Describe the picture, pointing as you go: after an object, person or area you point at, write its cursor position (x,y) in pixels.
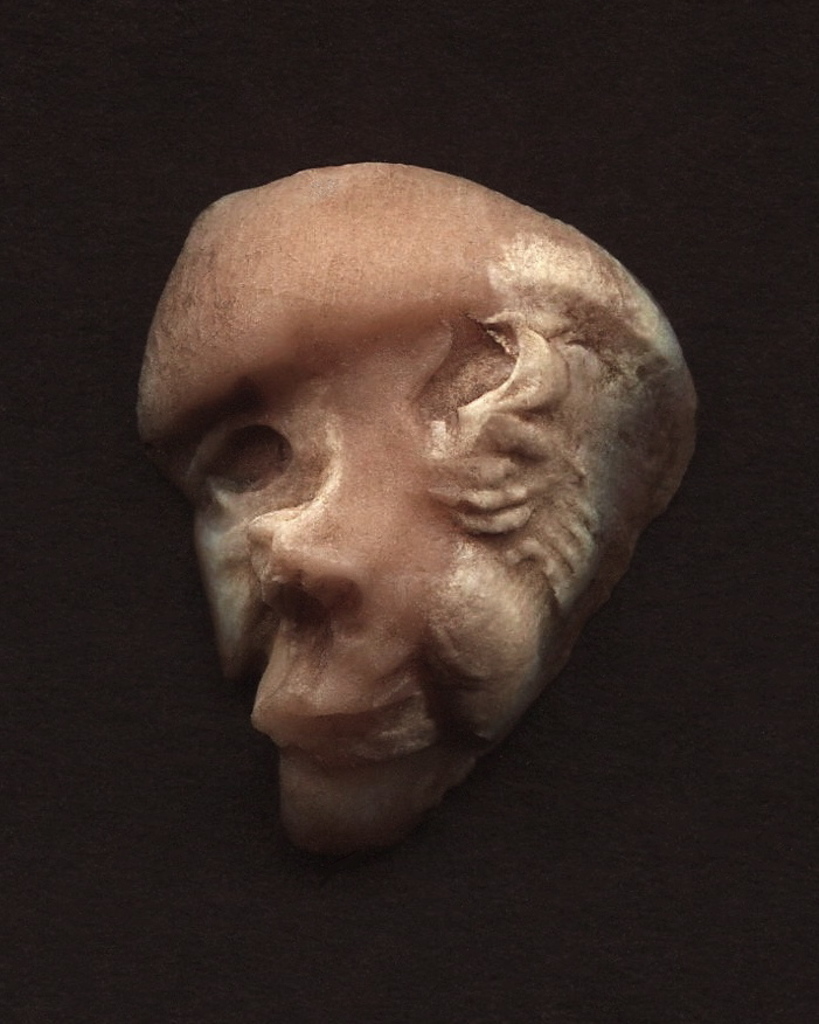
In this image there is some object (519,301) on the wall (639,838).
